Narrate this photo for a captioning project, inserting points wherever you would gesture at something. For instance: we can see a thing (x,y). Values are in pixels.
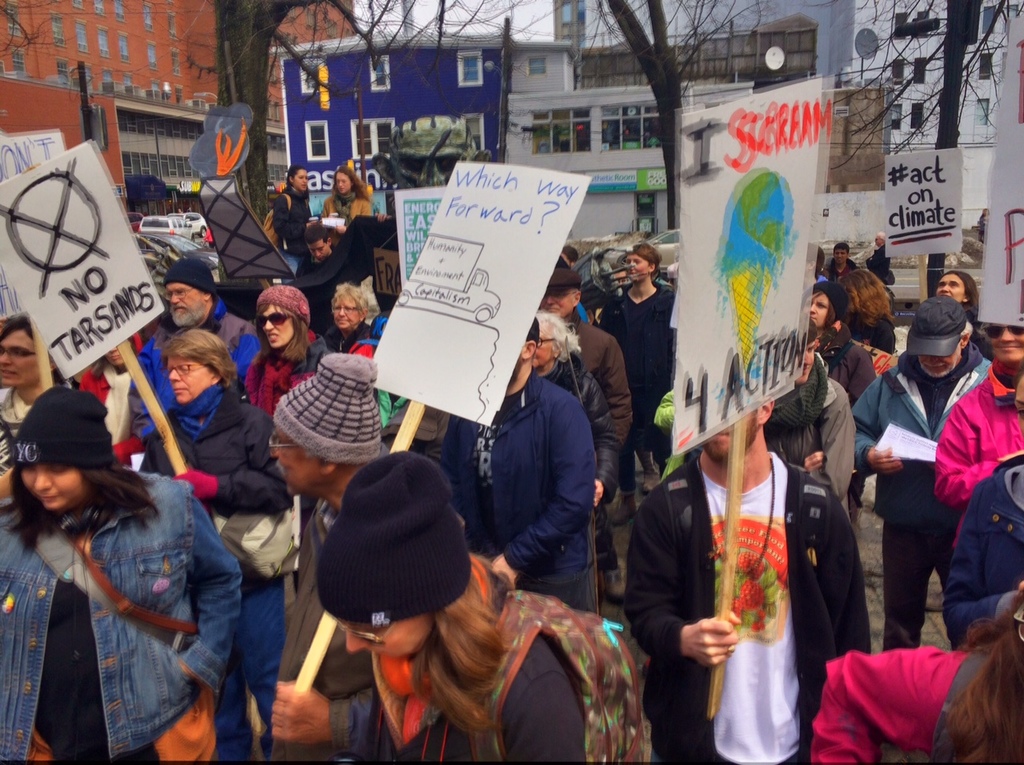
At the top of the image (613,84) we can see buildings (362,67), trees (236,72) and sky (468,29). At the bottom of the image (182,539) we can see persons (335,415) standing on the road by holding placards (504,334) in their hands (503,559), motor vehicles (183,253) and sign boards (712,276).
